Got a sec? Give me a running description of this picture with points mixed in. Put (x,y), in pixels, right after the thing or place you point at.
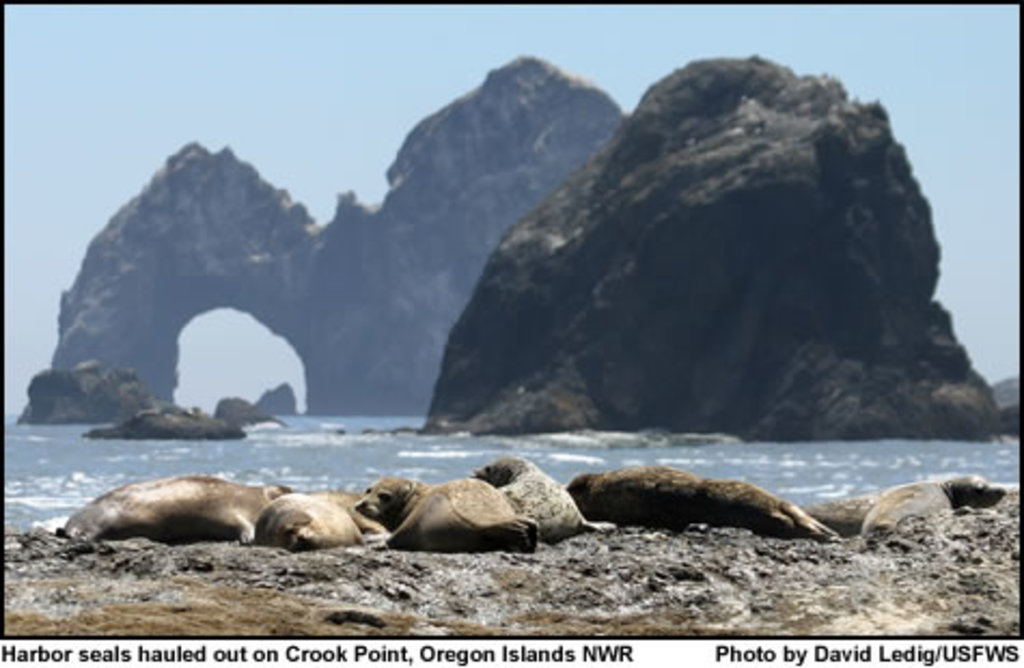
This is a poster (196,508). In this image there are mountains (563,212) and in the foreground (521,524) there are seals (680,524). At the top (471,88) there is sky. At the bottom (420,470) there is water (317,463).
